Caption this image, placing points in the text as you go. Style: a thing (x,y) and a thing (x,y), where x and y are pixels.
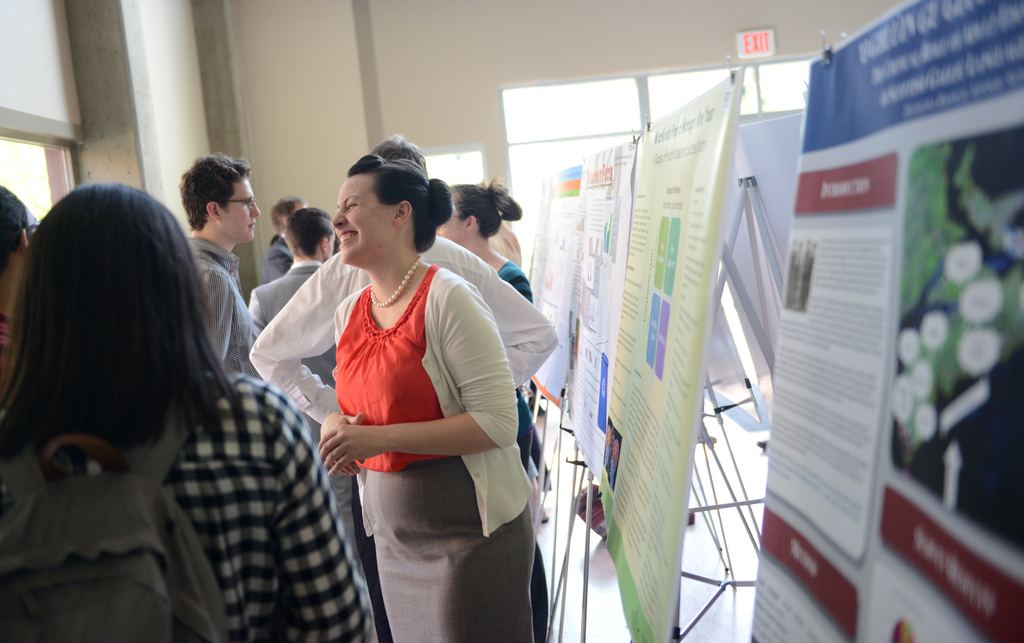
In this image, we can see a group of people (347,309) and banner stands (692,346) on the floor (607,634). In the middle of the image (448,344), we can see a woman (449,360) smiling. On the left side of the image (173,516), we can see a person (239,528) wearing a backpack (133,543). In the background (305,100), we can see the wall (763,59), sign board (754,32) and glass objects (684,73).
